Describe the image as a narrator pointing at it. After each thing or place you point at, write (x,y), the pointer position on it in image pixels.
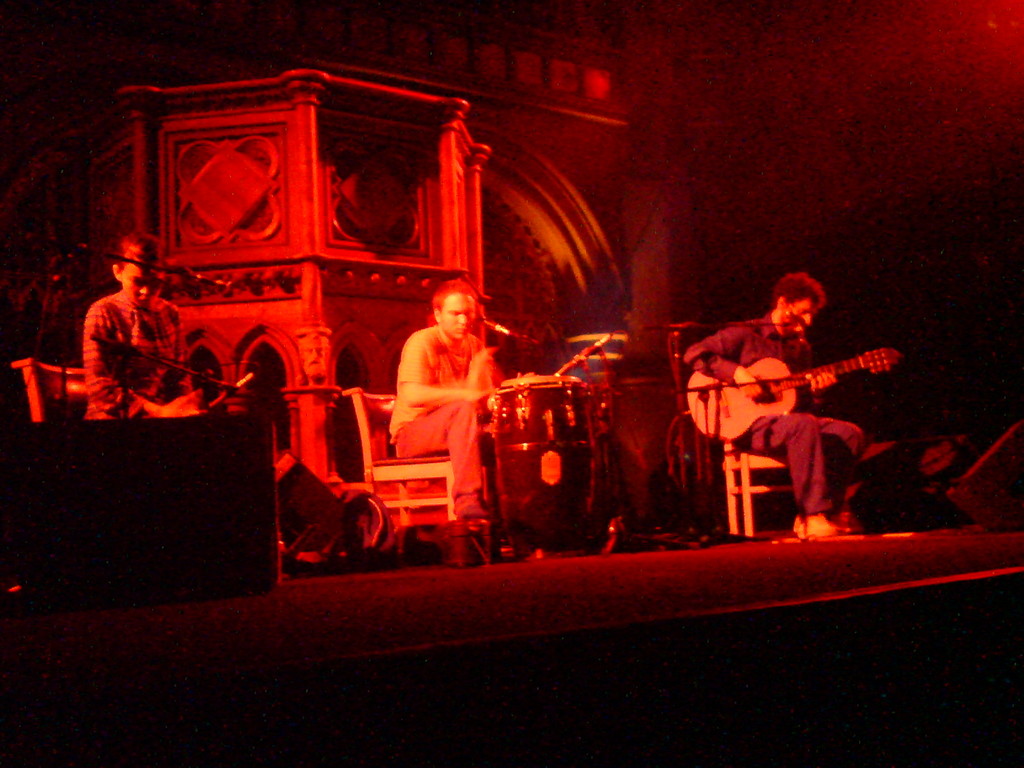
It looks like three persons (469,368) are giving the stage performance. In this image there are three persons (471,405) sitting on the chairs (369,443) and playing the musical instruments (742,402). The person (709,363) who is sitting at the right side of the image (767,377) is playing the guitar (758,407). The person (450,365) who is in the middle (457,368) is playing the drums (513,425). In the background (323,191) I can see some stage decorations (444,178).
